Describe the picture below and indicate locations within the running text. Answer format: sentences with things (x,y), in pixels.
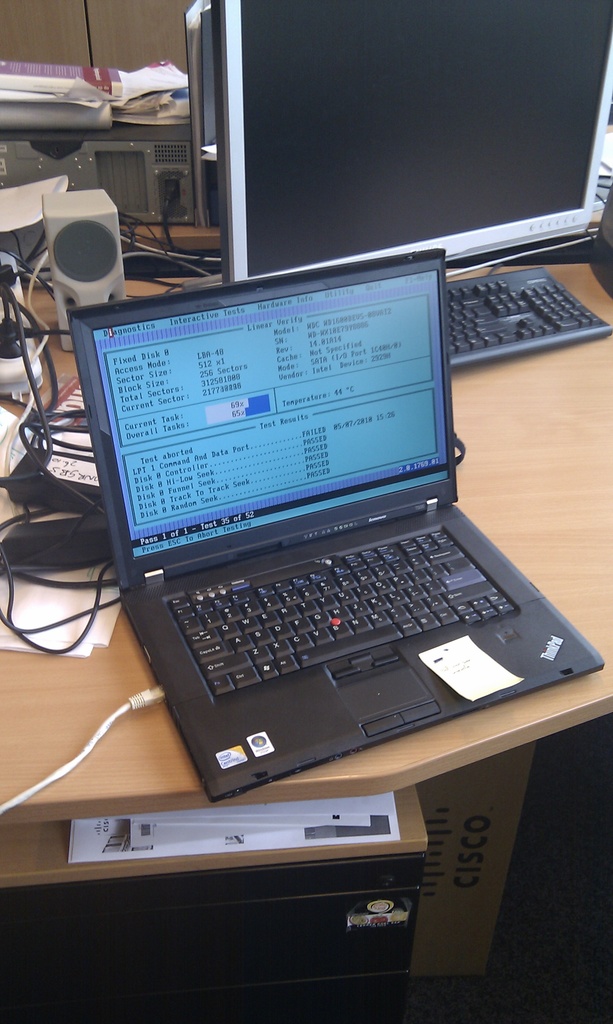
In this picture we can see a table (483,427). On the table (523,417) there is a laptop (298,610), keyboard (466,333), monitor (433,130), and some cables (51,335).
